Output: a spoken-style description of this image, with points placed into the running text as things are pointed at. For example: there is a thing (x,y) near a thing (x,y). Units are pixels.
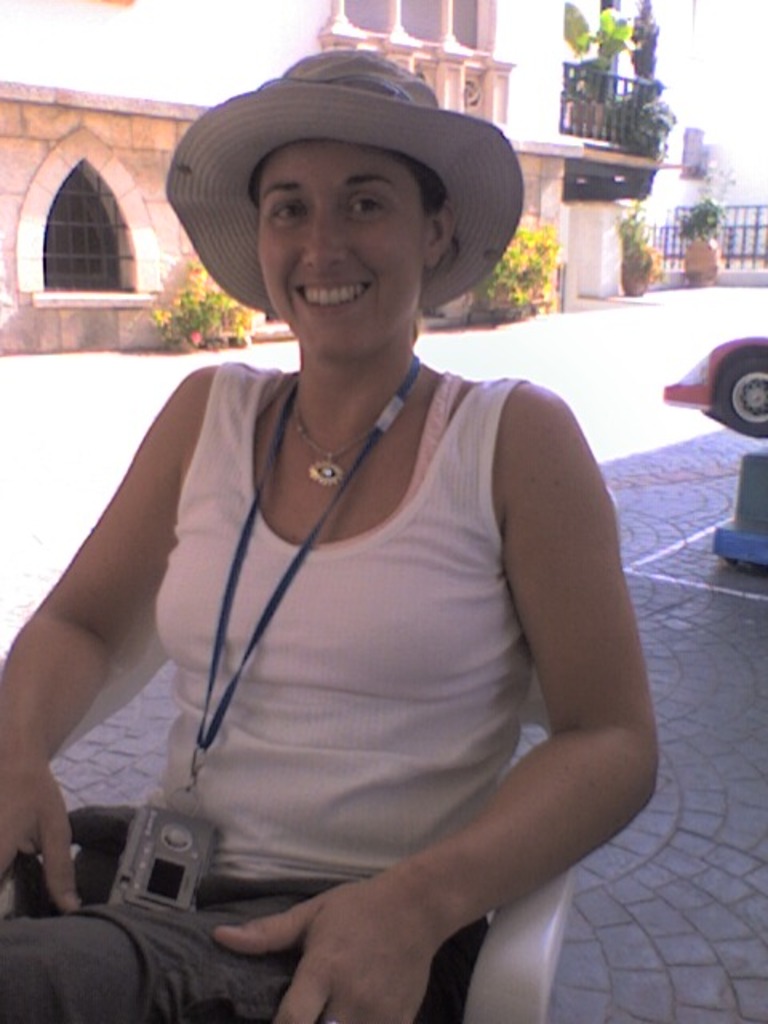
In this picture we can observe woman (349,685) sitting in the white color chair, wearing white color T shirt (308,641) and a blue color tag (224,626) in her neck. She is wearing a hat (260,111) and smiling. On the right side (722,394) we can observe a vehicle (712,390) parked. In the background (568,87) there are plants (198,305) and a building (208,74) which is in cream color.
